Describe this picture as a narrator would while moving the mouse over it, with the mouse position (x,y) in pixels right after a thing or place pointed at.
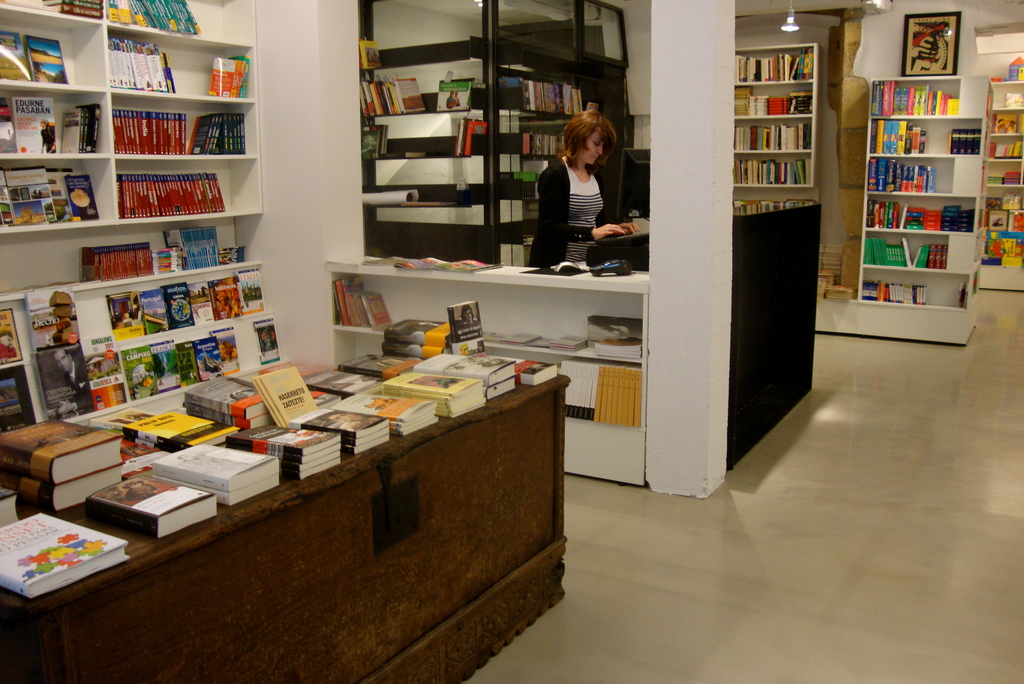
In this image we can see a store (234,260). In the store (251,194) there are different kinds of books (736,167) arranged in the cup boards (429,180). In addition to this we can see a woman (574,230) standing on the floor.
